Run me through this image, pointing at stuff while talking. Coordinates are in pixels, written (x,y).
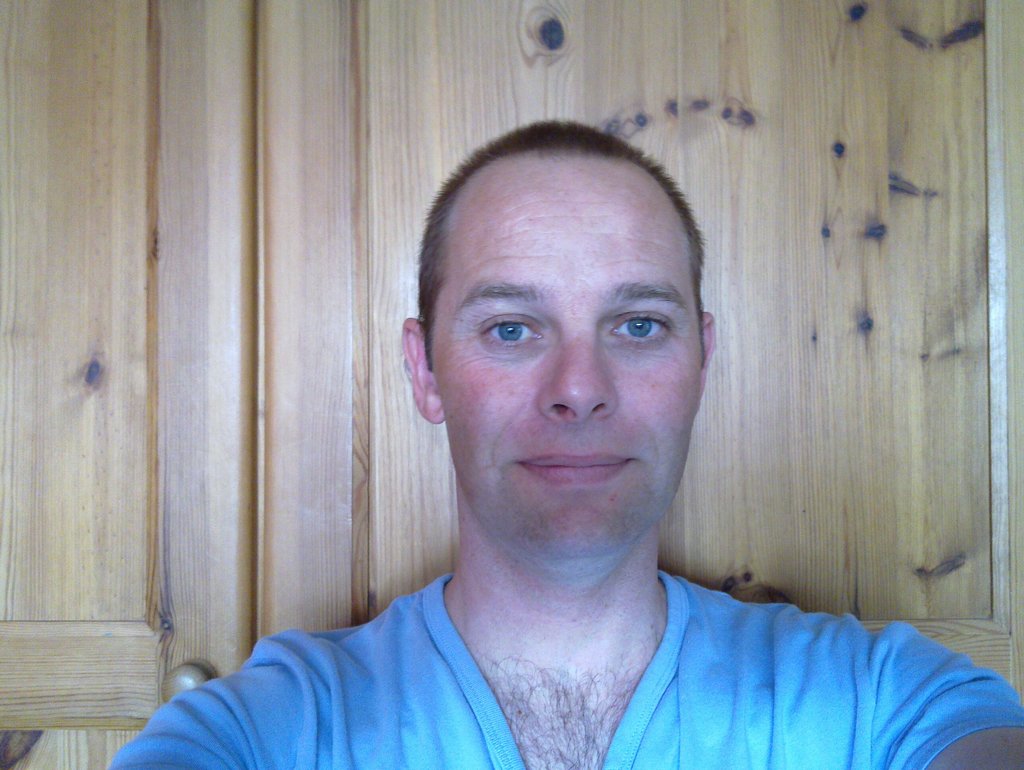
In the image a person (369,742) is standing. Behind him there is door (126,250).
